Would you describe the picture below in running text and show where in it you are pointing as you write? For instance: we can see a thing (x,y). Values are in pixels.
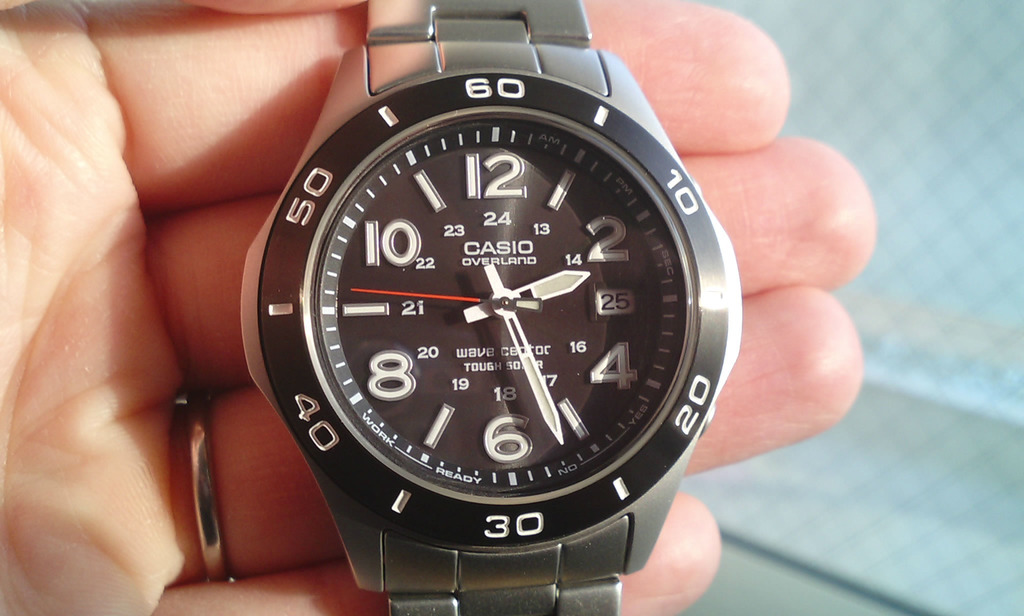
In the image there is a watch (400,362). We can see the human fingers (774,202). On the backside (858,116) there is a net (947,113).
